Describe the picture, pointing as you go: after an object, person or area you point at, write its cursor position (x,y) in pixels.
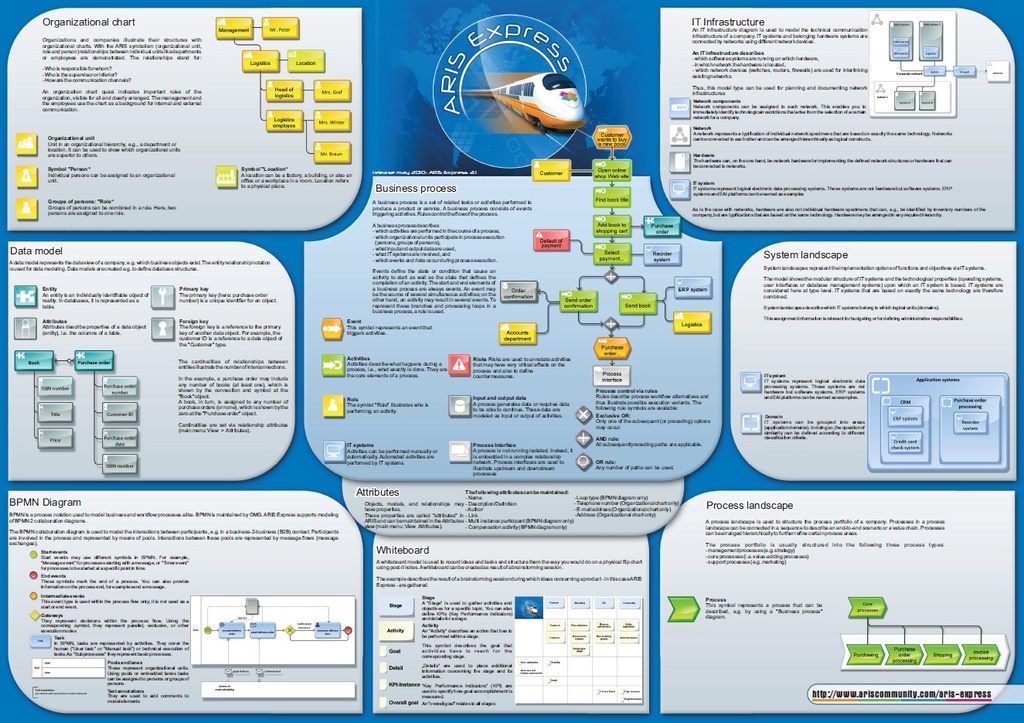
In the center of the image (443,275) there is a poster (635,444). On the poster (473,235), we can see one train image (542,114) and some text (397,227).
